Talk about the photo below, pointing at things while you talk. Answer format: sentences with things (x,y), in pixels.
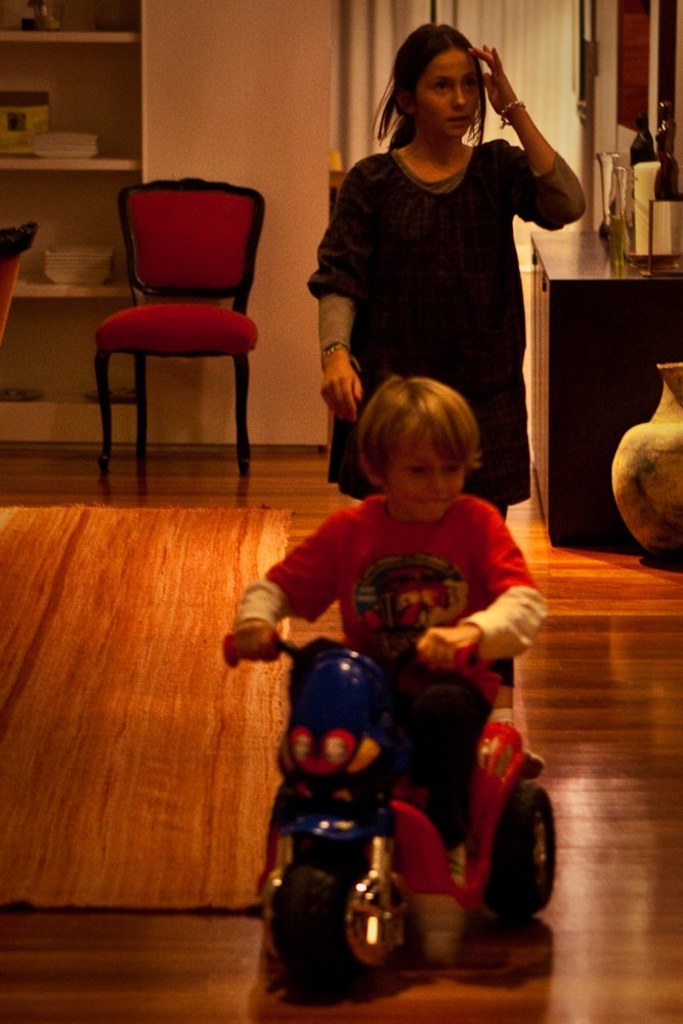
In the center (318,577) we can see one boy (431,524) sitting on vehicle (336,779). Beside him we can see one woman (427,250) standing. In the background (347,57) there is a wall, chairs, shelf (77,160), plate (87,141), curtain (419,13), table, pot (643,489), statue (665,132) and bottles (641,151).
